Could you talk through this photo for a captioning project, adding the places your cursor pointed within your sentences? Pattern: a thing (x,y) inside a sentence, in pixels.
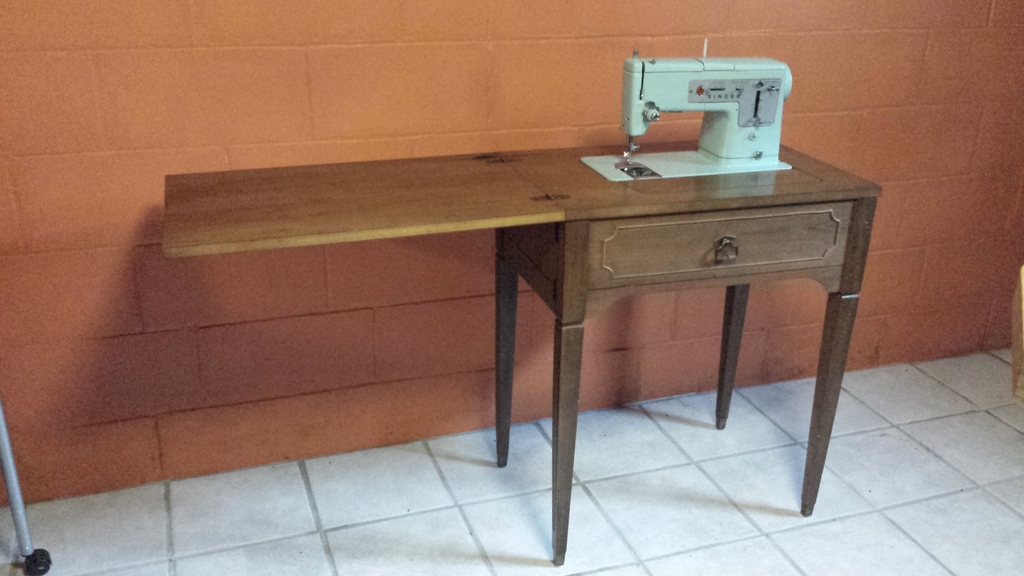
In this picture we can observe a stitching machine (744,153) which is in light green color on the brown color table (555,194). We can observe a desk (596,253). This table (563,306) is placed on the white color floor (485,504). In the background (348,295) there is a wall (170,121).
